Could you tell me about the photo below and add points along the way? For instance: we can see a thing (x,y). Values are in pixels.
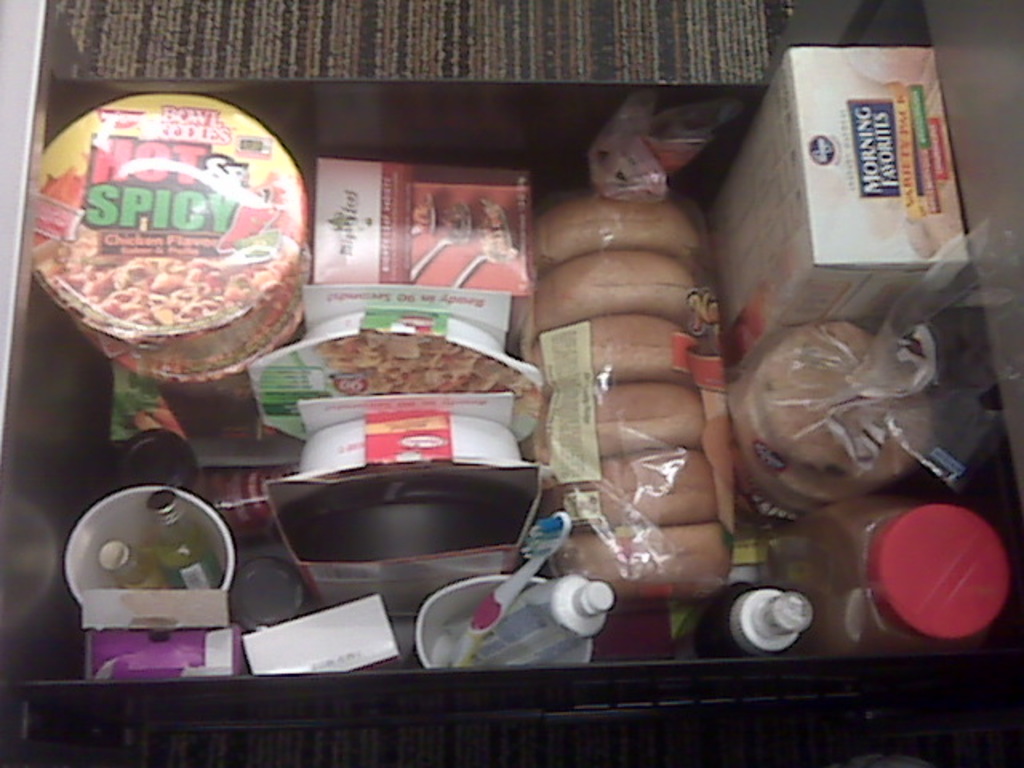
This is a zoomed in picture. In the center (458,484) there is a box (1020,345) containing bottles (583,589), a toothbrush (564,524), boxes (358,617) and some food items (827,489).
